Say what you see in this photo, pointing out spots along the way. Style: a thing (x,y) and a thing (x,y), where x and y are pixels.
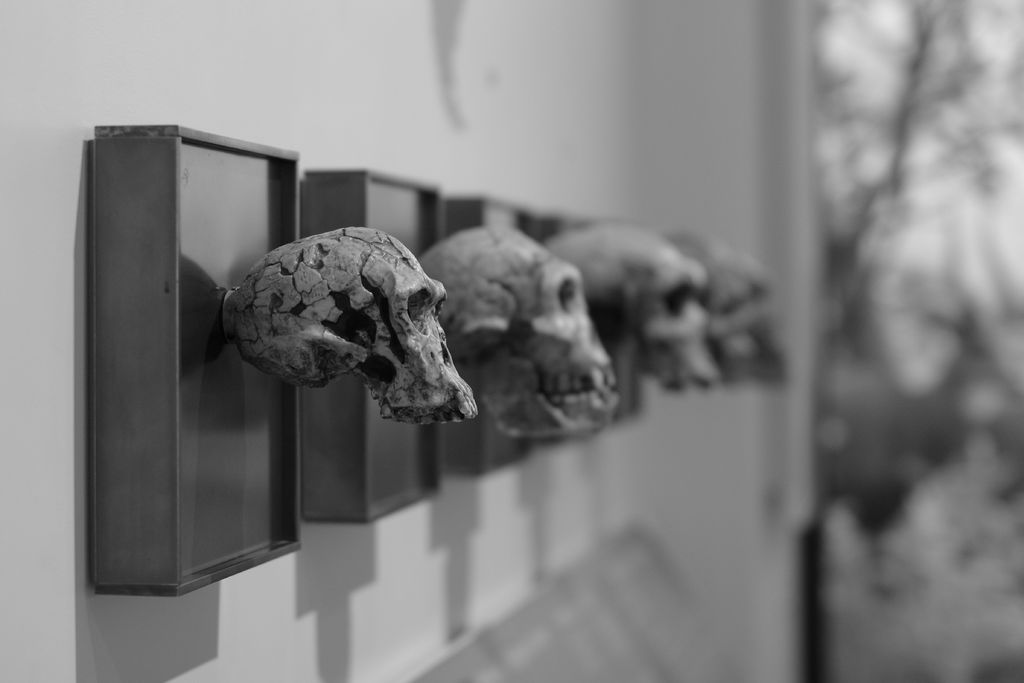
In this image we can see there are boxes (167,250) with skull (408,316) attached to the wall (216,67) and blur background (832,364).
